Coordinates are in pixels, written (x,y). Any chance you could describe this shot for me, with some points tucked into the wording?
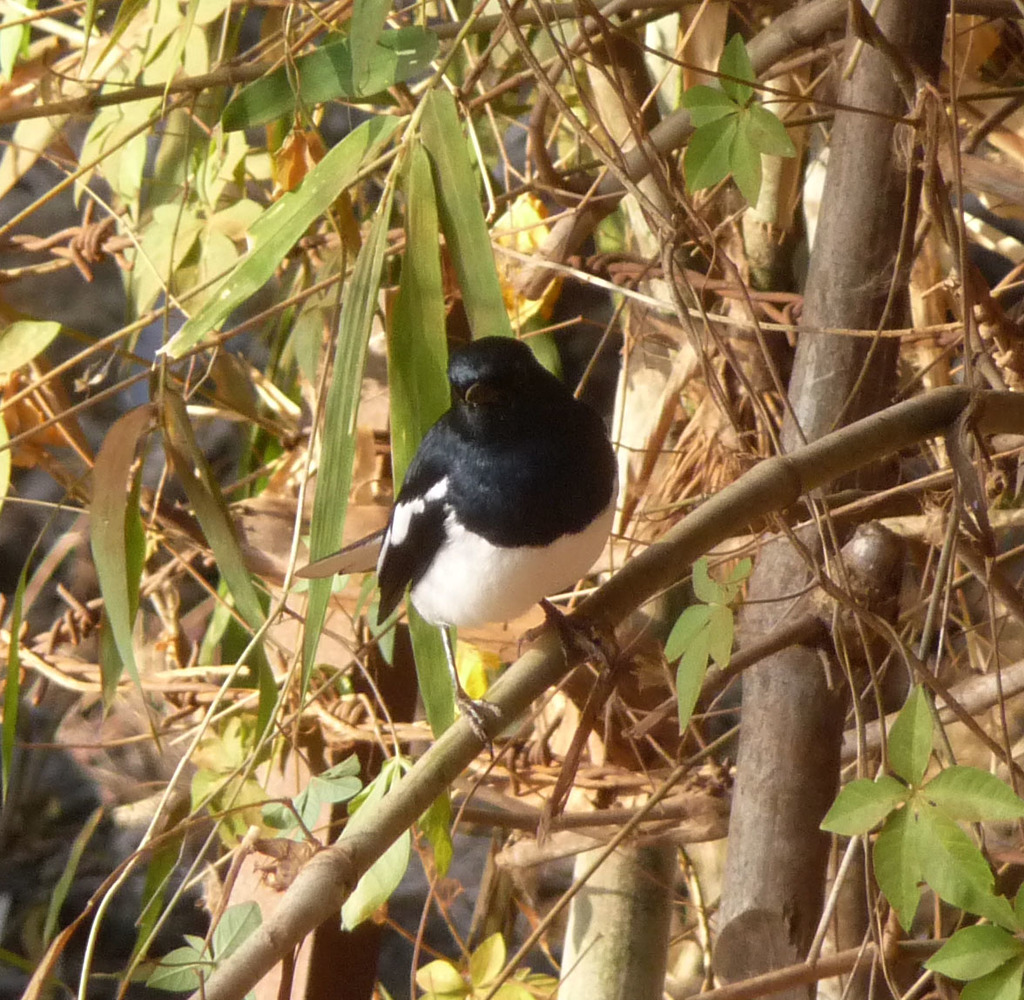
Here I can see a bird (473,563) on a plant (619,591). This is in black and white colors. Here I can see the green color leaves (253,210) and stems (379,812).
